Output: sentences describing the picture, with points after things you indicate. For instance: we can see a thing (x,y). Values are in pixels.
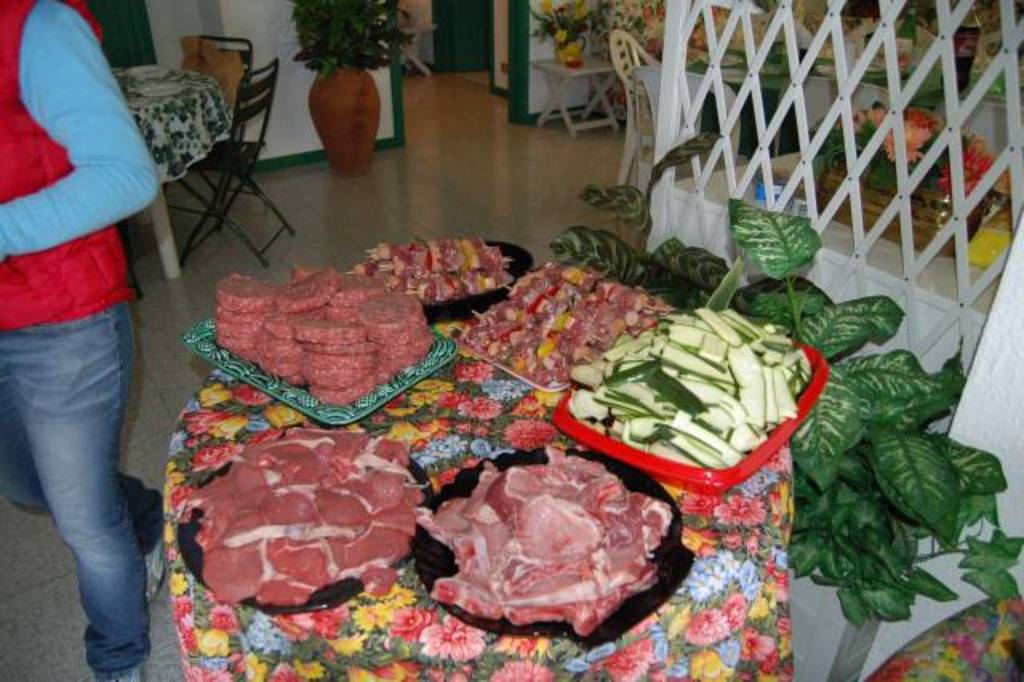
In this image I see a table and there are 6 plates (199,327) and there are food (300,303) on it and there is also a person (76,18) side to the table (177,449). In the background (170,230) I can see another table (157,219), 2 chairs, few plants (873,534) and the floor (502,229).
